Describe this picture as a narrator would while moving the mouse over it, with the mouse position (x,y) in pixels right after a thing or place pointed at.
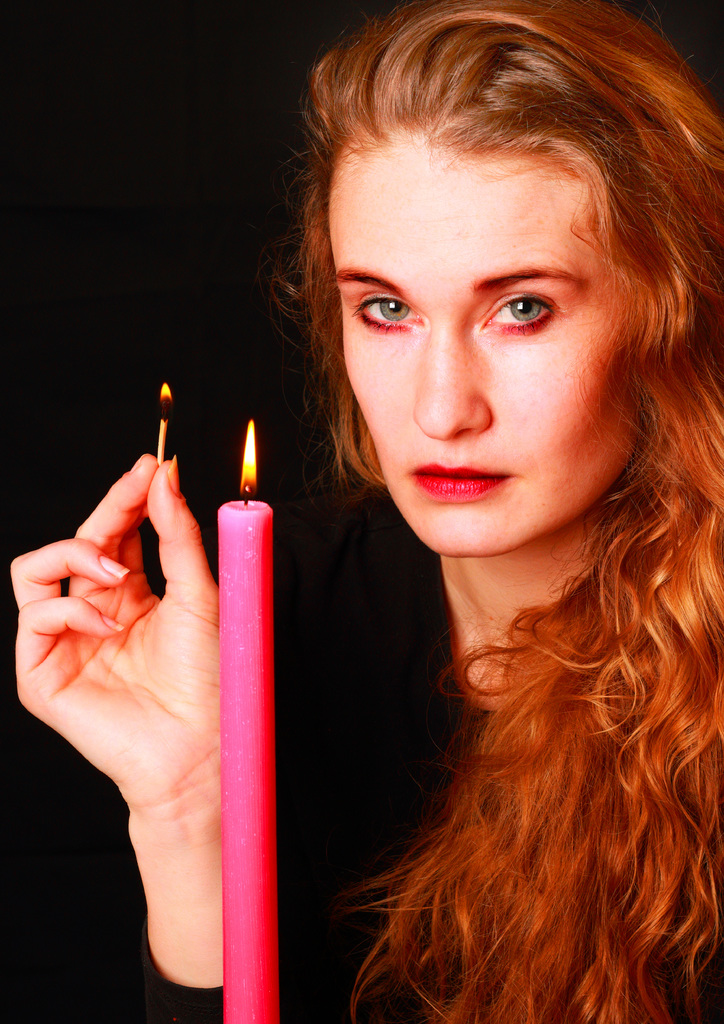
In the image there is a woman (480,471), she is holding a matchstick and in front of the women (331,509) there is a candle (241,503) and both the candle (220,549) and the matchstick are lighted up, the background of the women (144,749) is dark.
